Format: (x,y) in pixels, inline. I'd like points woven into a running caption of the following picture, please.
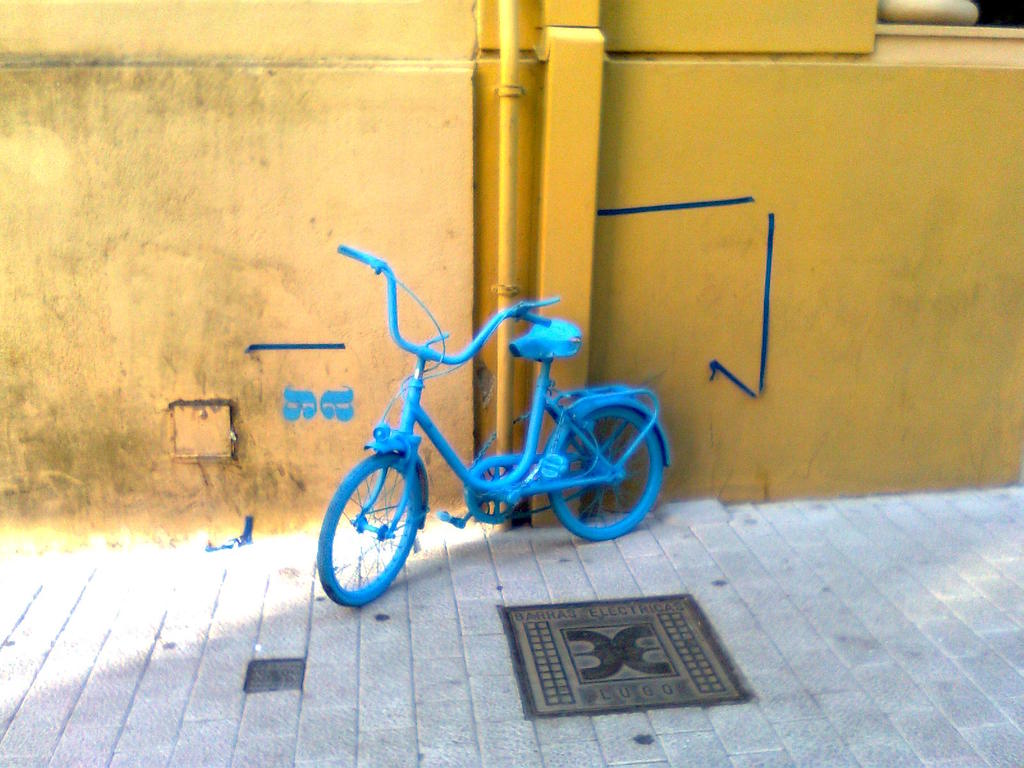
In the image there is a blue color bicycle (518,348) in front of yellow wall (306,259) on the footpath (512,766).
